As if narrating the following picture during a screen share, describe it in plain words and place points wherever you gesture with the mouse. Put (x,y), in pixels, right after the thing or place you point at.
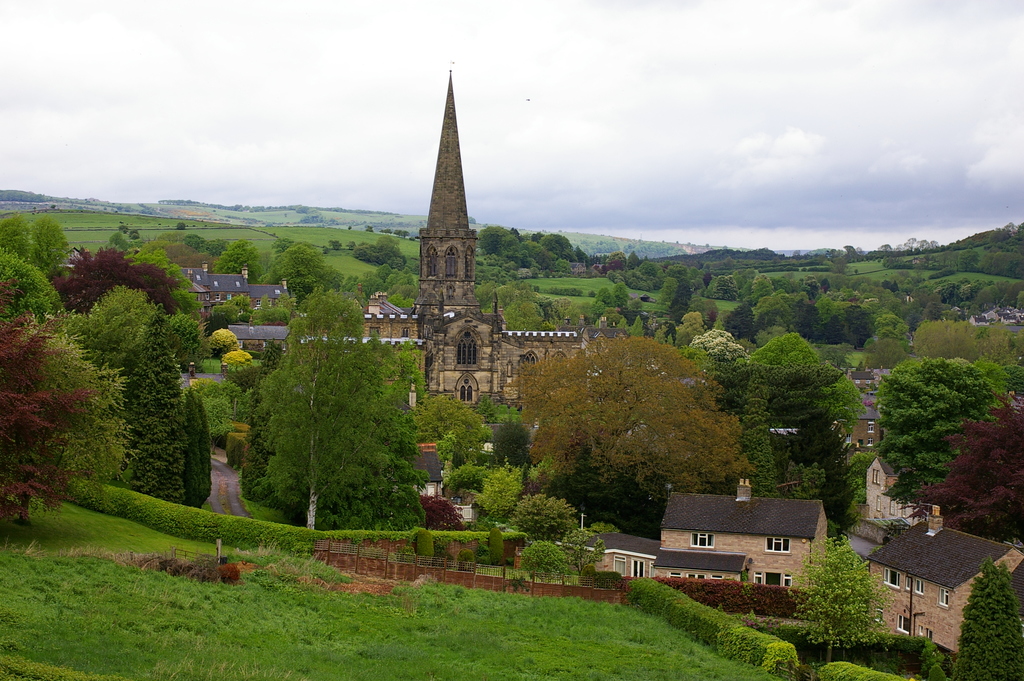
In this image we can see a few buildings (509,379), there are some plants (249,445), trees (279,435), grass (167,536) and windows (708,545), in the background (547,137) we can see the sky (381,142) with clouds (432,96).
